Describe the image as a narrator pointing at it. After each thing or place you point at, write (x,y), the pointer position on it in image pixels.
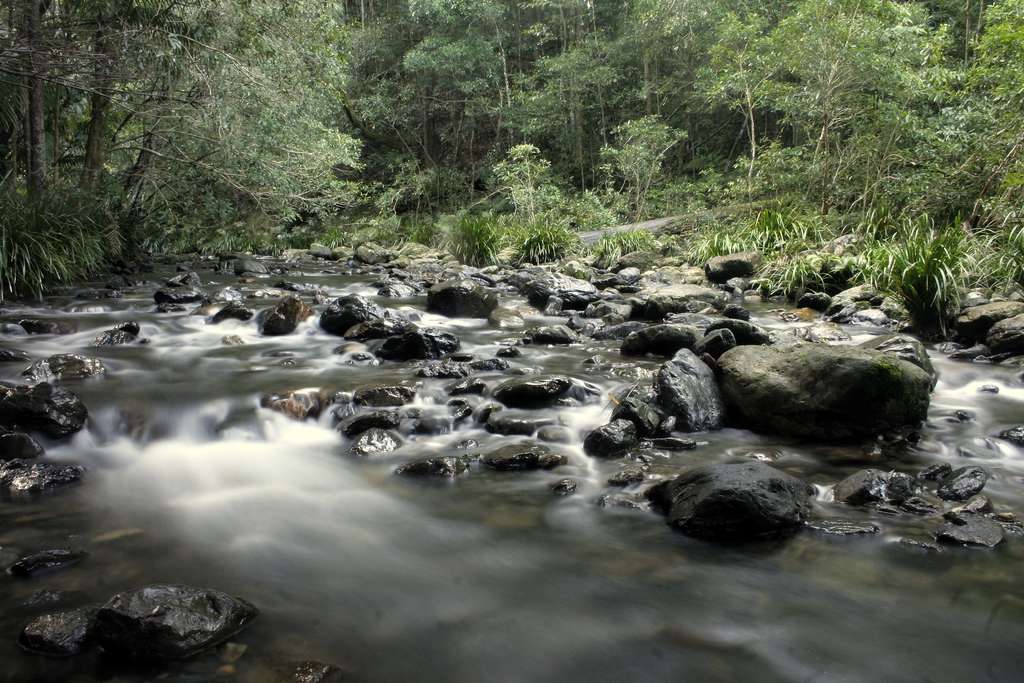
At the bottom of the image (787,510) there are many stones (184,295) in the water (351,507). In the background (154,161) there are trees (154,161) and also there is grass (907,249) on the ground (760,223).
